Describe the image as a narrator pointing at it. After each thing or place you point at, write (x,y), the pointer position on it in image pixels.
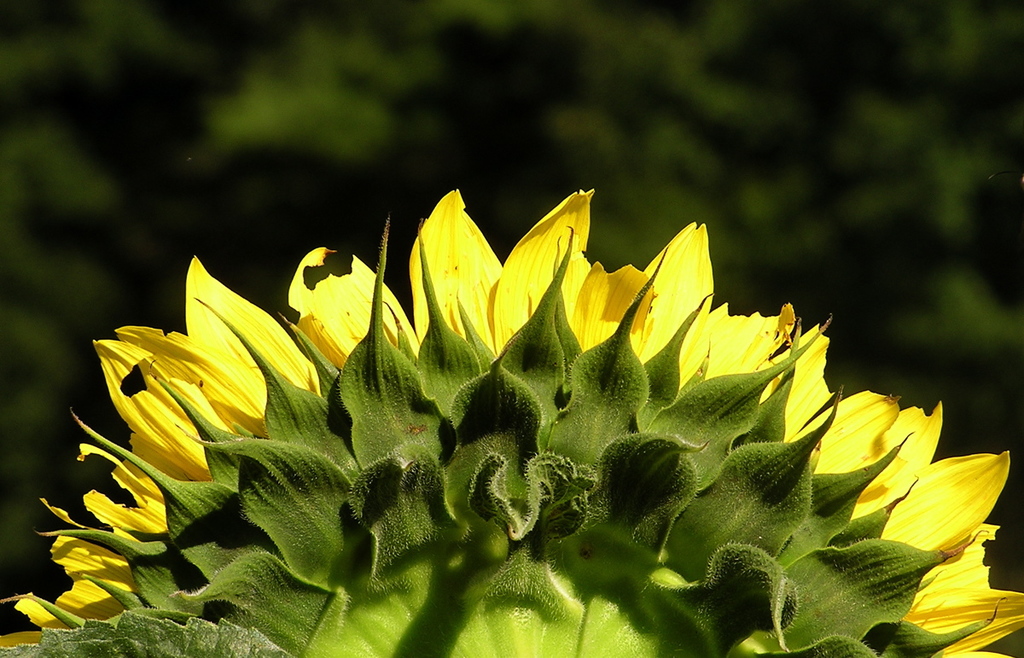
In this image we can see sunflower (330,442) which is in yellow and green color and the background (47,256) image is blur.
